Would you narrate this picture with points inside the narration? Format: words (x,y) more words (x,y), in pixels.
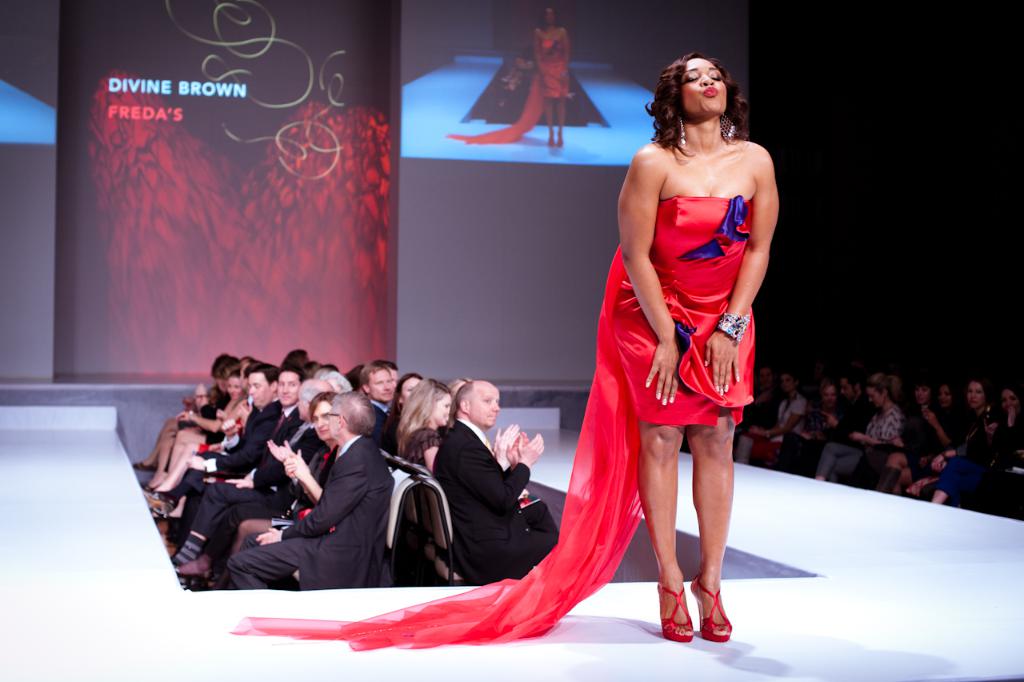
In this image I see the white platform (544,432) on which there is a woman (673,180) who is wearing red dress (663,244) and I see number of people (423,431) who are sitting on chairs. In the background (294,20) I see the screen (458,100) and I see something is written over here.
